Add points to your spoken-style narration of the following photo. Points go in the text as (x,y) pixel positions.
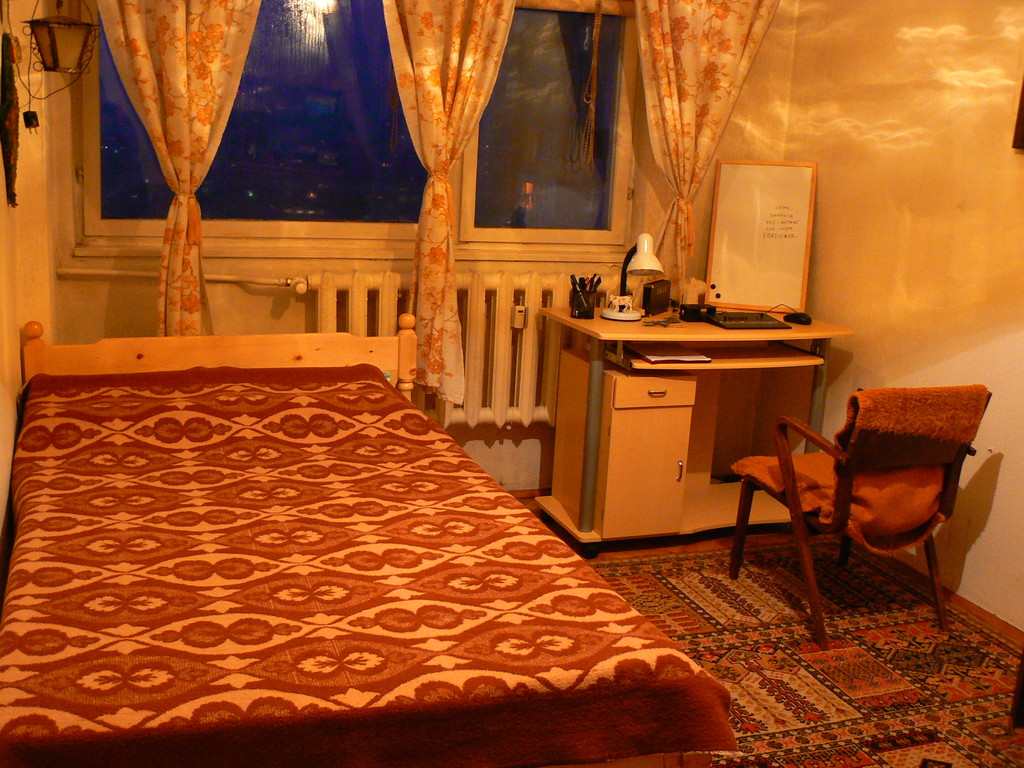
In this image I can see the bed (215,481). To the side of the bed (249,549) I can see the chair (748,480) and the table (645,346). On the table (618,337) I can see the lamp (610,316), pens box (579,296), board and some objects (689,312). In the background (289,162) there is a window (402,215) to the wall (217,265). I can also see the curtains (436,105) to the window (508,122).
